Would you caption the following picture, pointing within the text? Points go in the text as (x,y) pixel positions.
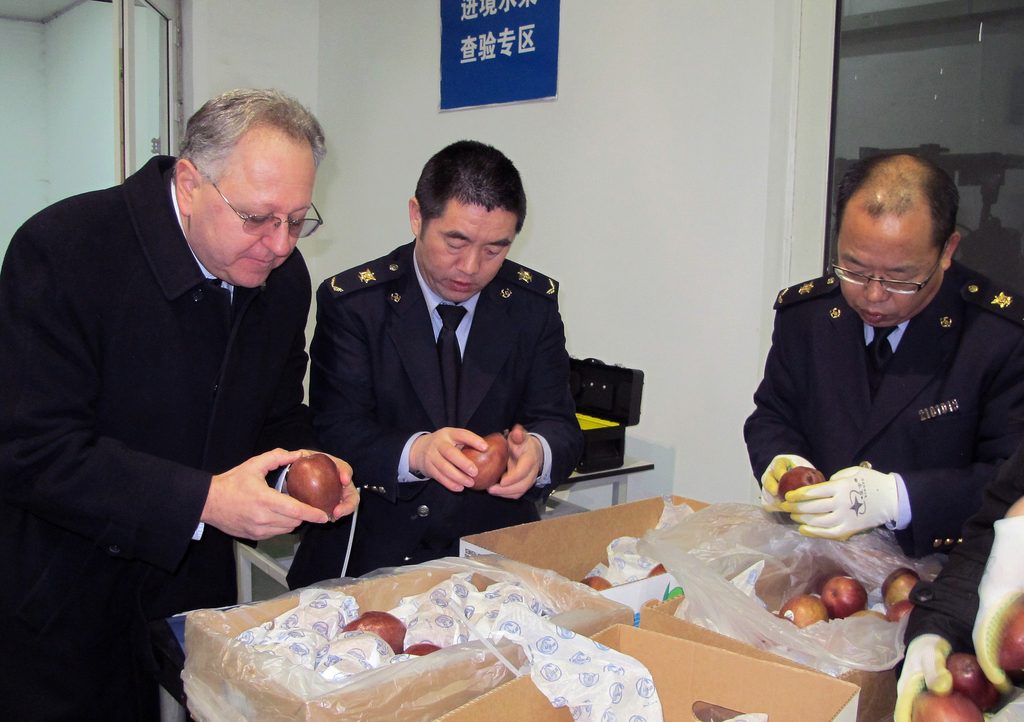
In the center of the image (444,288) three mans (233,364) are standing and holding an apple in their hands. At the bottom of the image (610,685) we can see boxes (794,672), apples (812,607), paper (548,609), cover (688,555) are present. At the top of the image (700,59) wall (565,61) and a board (528,66) are there. On the left side of the image (109,74) door (129,76) is present.
